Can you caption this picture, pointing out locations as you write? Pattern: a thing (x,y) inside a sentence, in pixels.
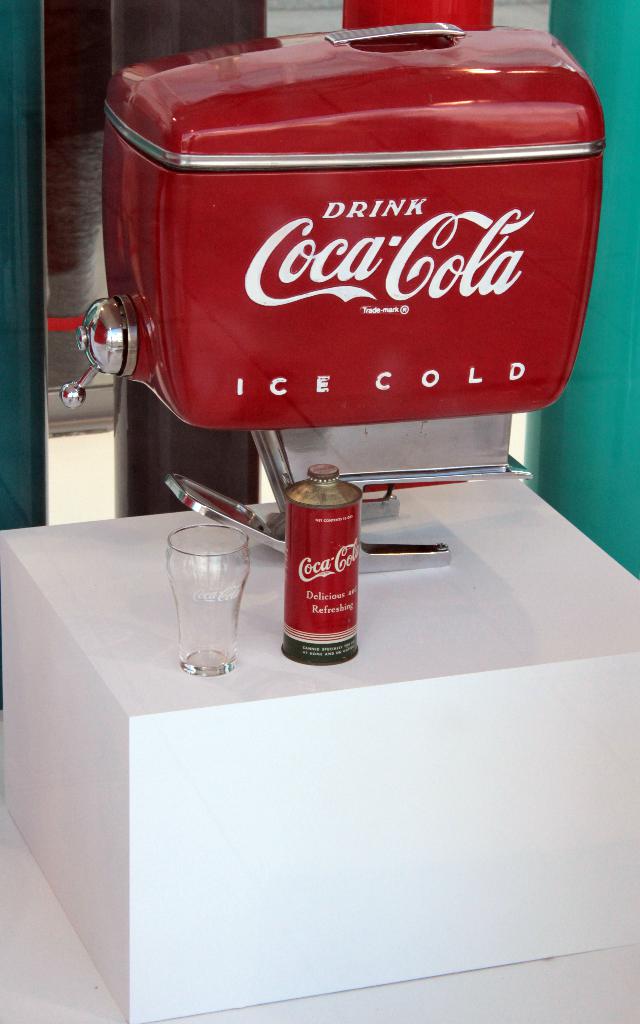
In this picture we can observe a red color coke vending machine (270,360) placed on the white desk (166,725). We can observe a glass (202,607) on the desk (173,662).
